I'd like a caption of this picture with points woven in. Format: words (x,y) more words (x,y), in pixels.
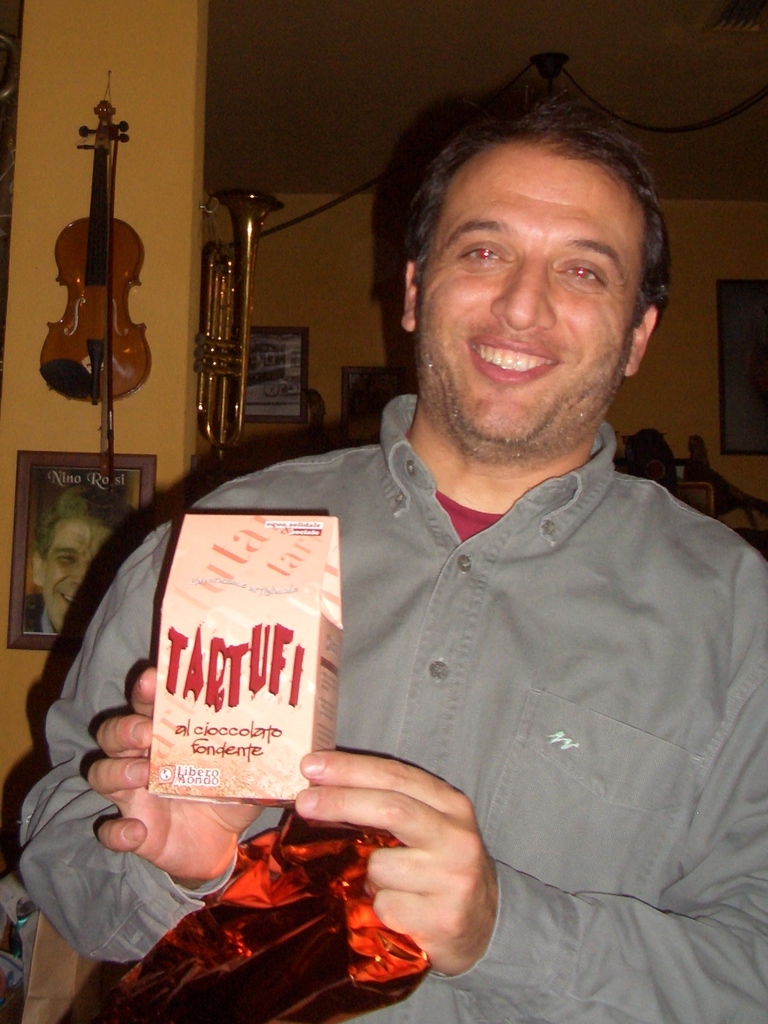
In this picture there is a man (399,909) is holding a object (287,703) and smiling and in the background (112,461) there is a violin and a photo frame (75,516) and brass instrument (229,358).
